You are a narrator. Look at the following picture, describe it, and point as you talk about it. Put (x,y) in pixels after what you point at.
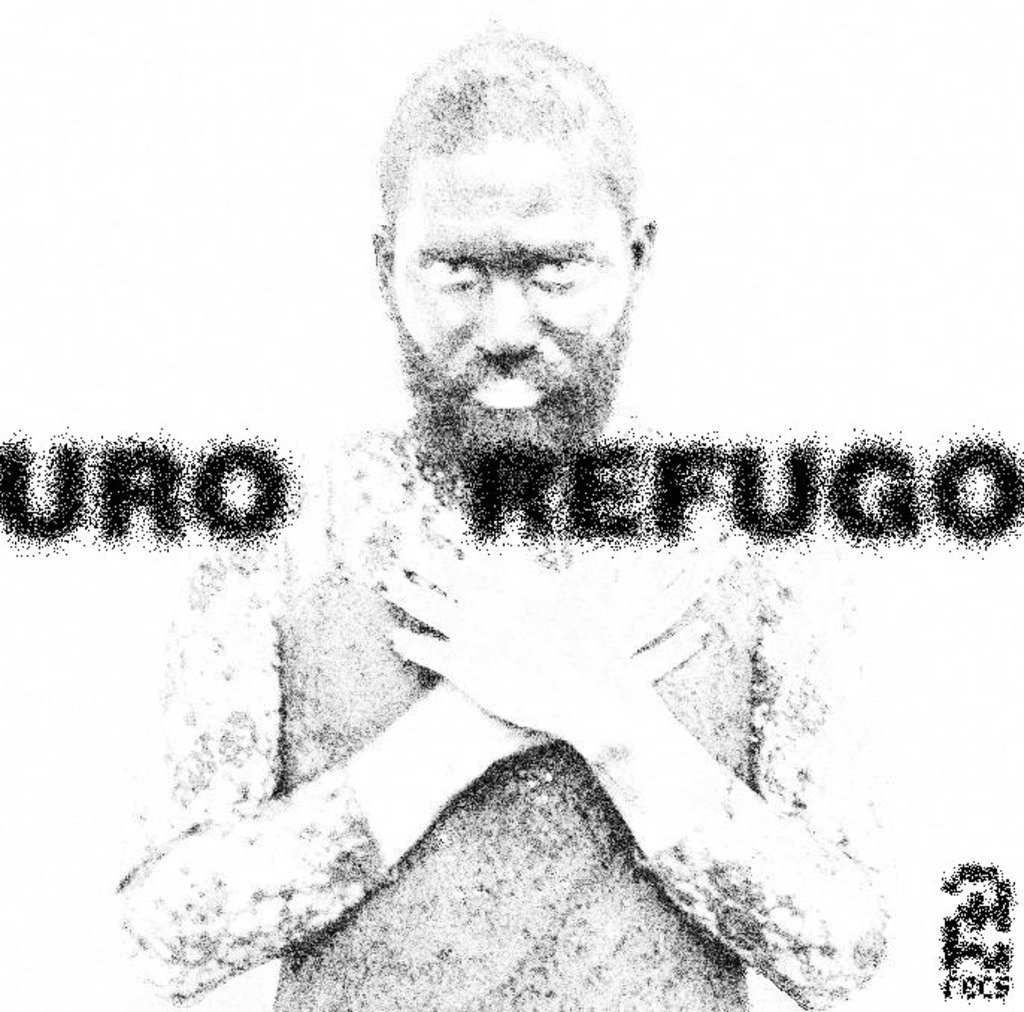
In this picture we can observe a sketch (334,697) of a person (472,337). We can observe some text (261,499) on this picture. The background (174,222) is in white color.
